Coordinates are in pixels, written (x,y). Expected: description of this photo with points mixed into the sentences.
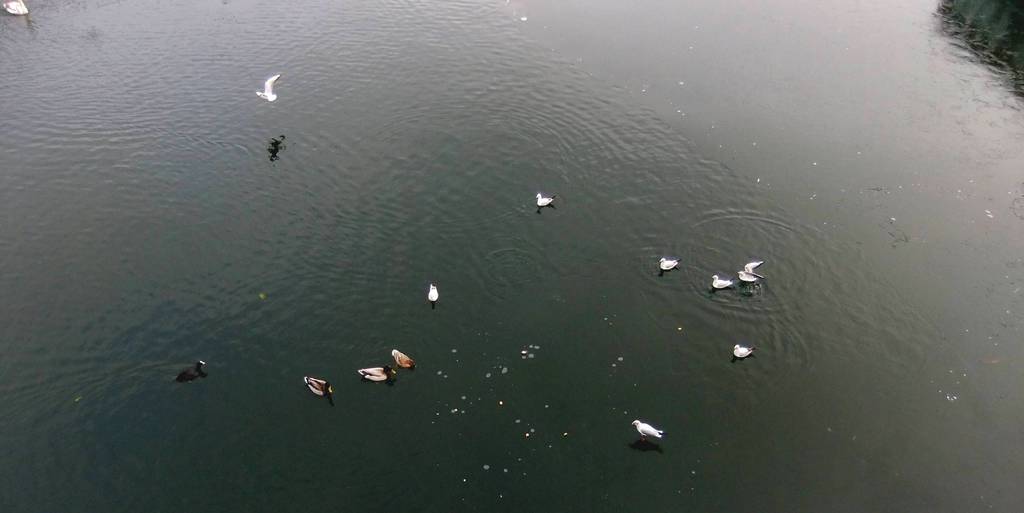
In this picture we can see there are ducks (543,204) in the water (372,321) and a bird (273,80) is flying.
